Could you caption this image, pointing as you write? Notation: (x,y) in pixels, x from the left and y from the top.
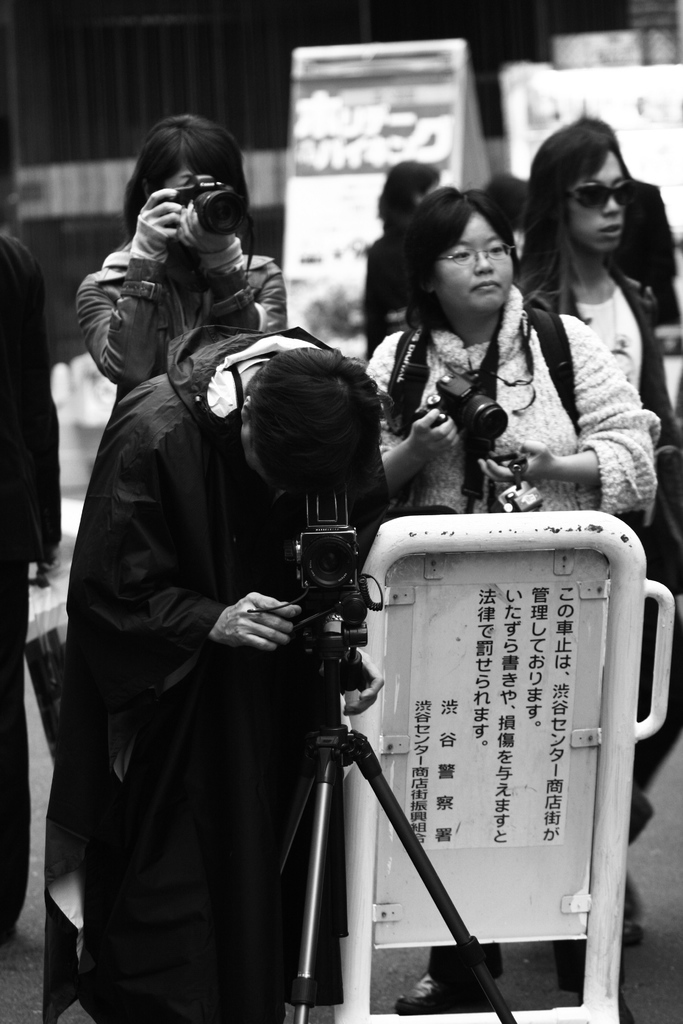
In this image I can see number of people (604,136) are standing. I can see most of them are holding cameras (203,200) and I can see all of them are wearing jackets (335,985). I can also see few boards (428,53) and on these boards (656,68) I can see something is written. I can also see this image is black and white in colour.
